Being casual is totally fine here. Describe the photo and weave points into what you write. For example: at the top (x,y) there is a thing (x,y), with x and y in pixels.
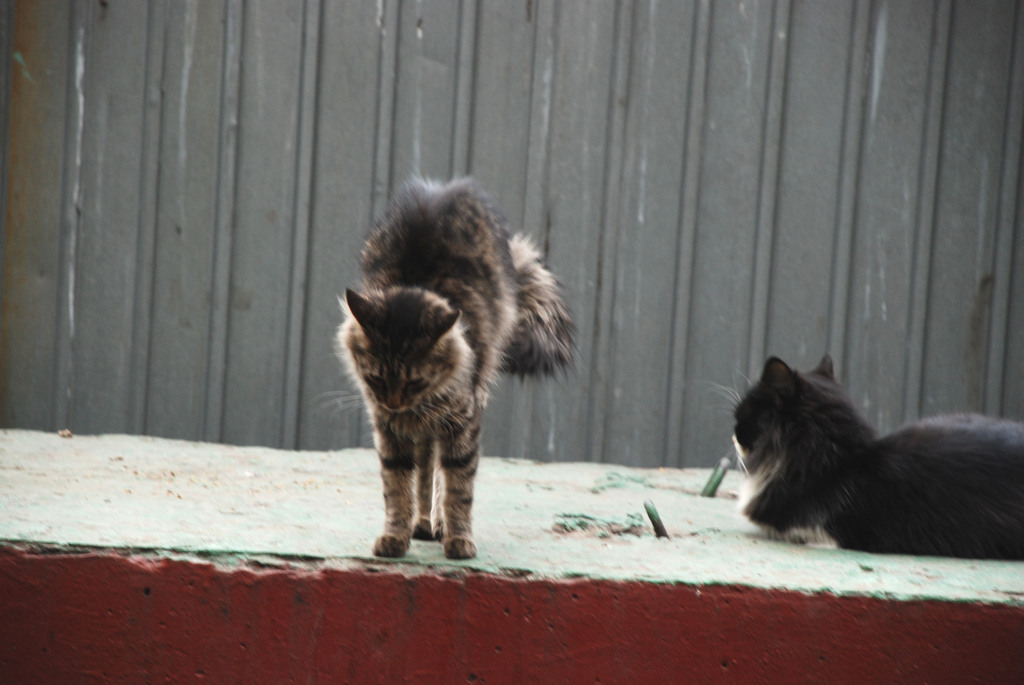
There is a cat (397,250) in the foreground area of the image (417,251) and another cat (805,453) on the right side (761,500), it seems like a metal sheet (402,145) in the background area (475,104).
